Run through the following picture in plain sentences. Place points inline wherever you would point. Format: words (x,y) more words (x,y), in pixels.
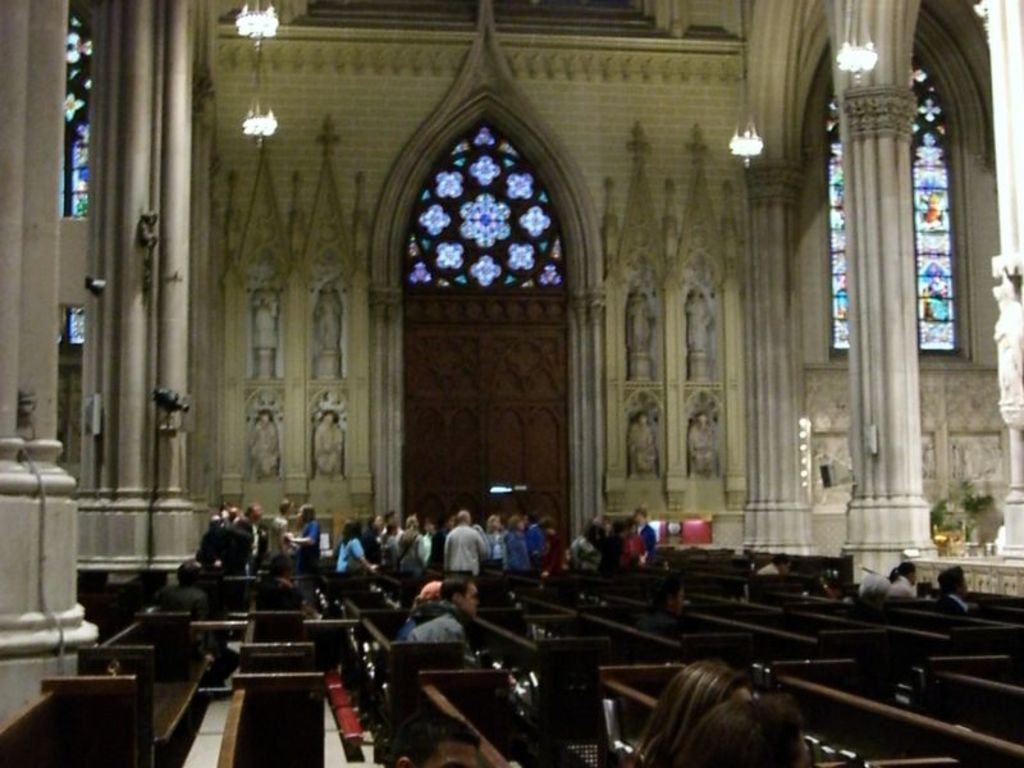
In the foreground (604,606) I can see benches (537,623) and a group of people (636,539) are standing on the floor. In the background (638,499), I can see a building walls (942,388), pillars (116,433), windows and chandeliers (265,110). This image is taken, maybe in a church (556,485).
